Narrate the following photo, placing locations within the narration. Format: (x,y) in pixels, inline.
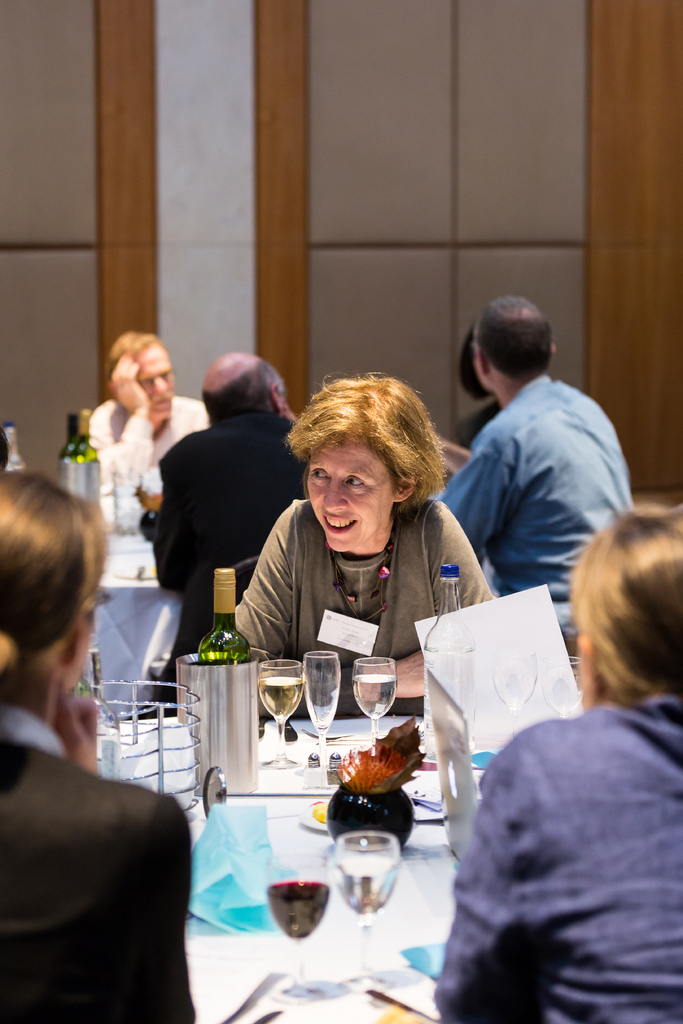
There is a woman (334,515) who is sitting in front of the table (389,919). On the table (299,768) there are glasses (285,697), glass bottle (218,648), paper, bowl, laptop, water bottle (447,646). At the background (496,337) there are another group of people (462,372) who are sitting around the table (131,566). There is a wall (402,117) to the backside (368,250).
